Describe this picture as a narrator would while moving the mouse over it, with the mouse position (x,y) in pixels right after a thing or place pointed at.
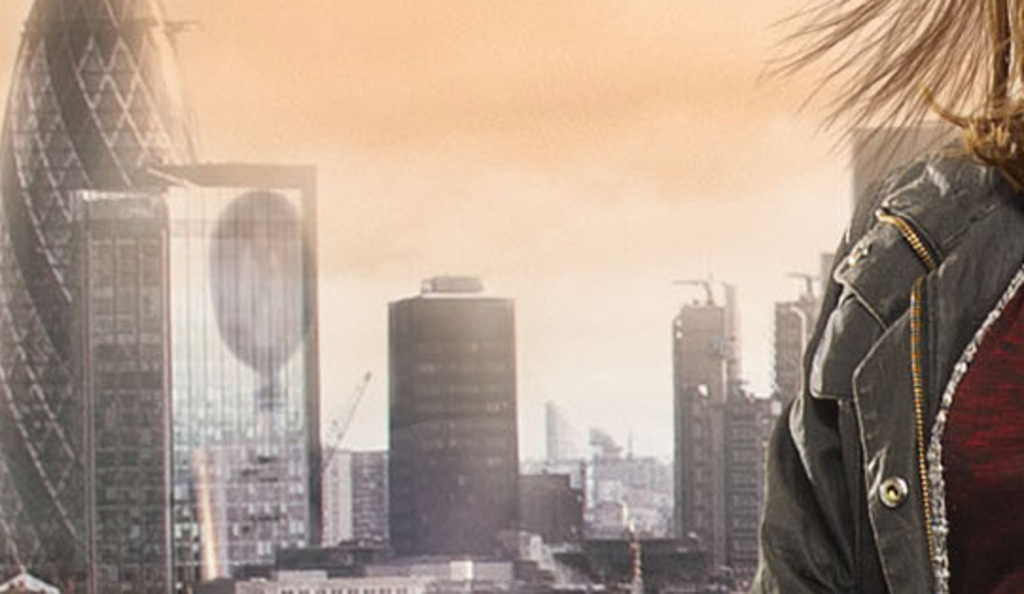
In this image I can see few buildings (715,412), in front (914,384) I can see a person (887,388) wearing black color jacket (928,374) and I can see sky (567,134) in orange color.
